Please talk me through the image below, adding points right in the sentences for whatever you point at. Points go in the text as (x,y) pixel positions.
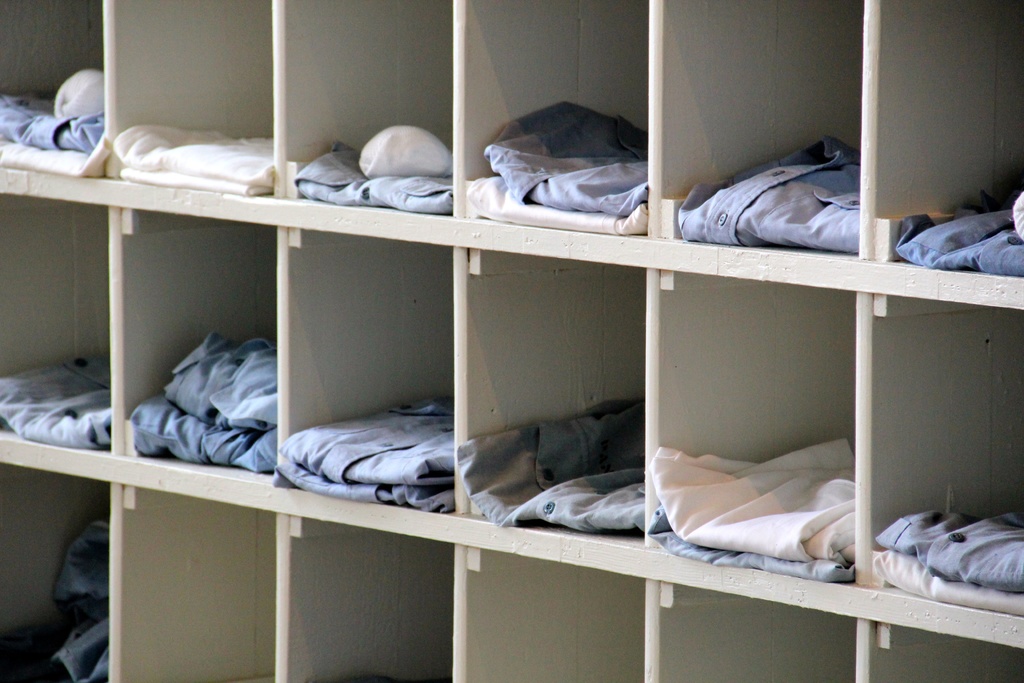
This image is taken indoors. In this image there are many shelves (283,439) with a few clothes (64,647) on them.
